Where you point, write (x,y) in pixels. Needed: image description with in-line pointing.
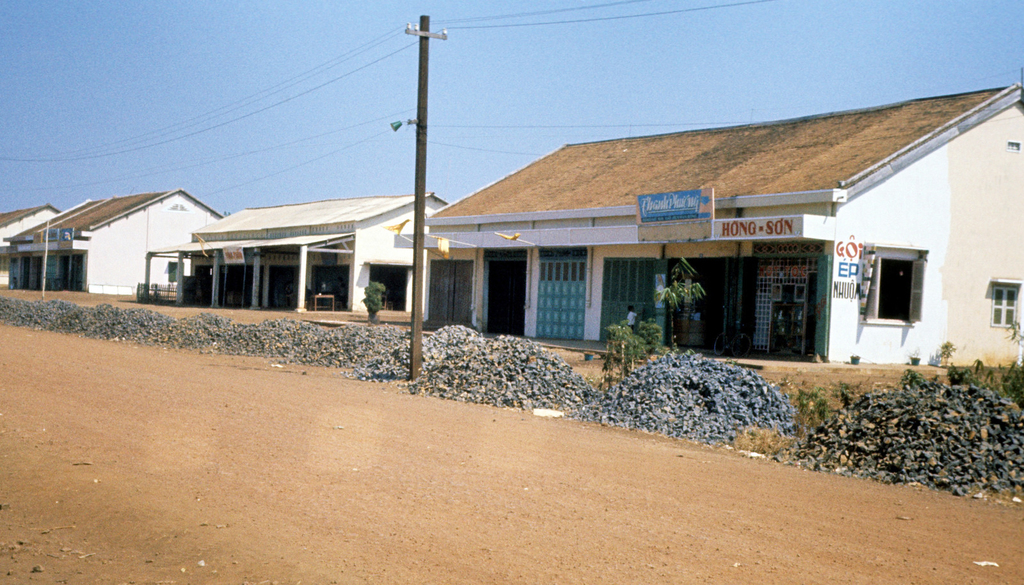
In this picture there is a pole (432,34) in the center of the image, it seems to be there are houses (155,227) in the background area of the image (486,272) and there are wires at the top side of the image (473,19) and there are stones (484,358) and plants (672,295) in the image.
